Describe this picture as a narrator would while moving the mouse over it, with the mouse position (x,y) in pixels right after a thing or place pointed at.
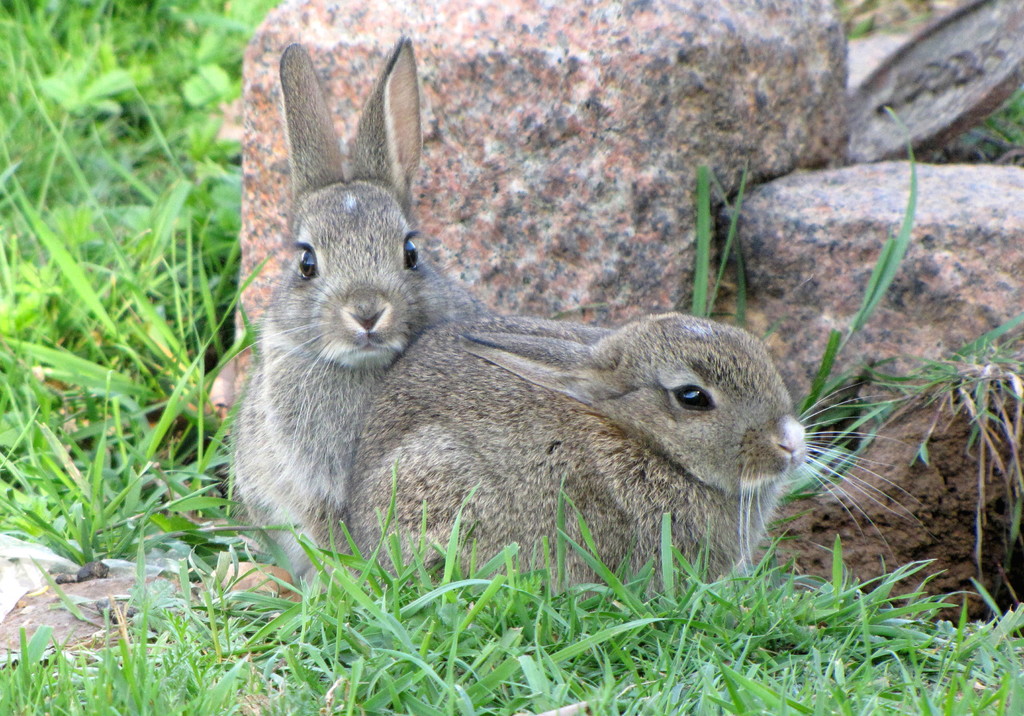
In this image there are two rabbits (375,501) sitting on the ground (371,674). There is grass (483,646) on the ground (467,627). Behind them there are granite stones (668,201) on the ground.
